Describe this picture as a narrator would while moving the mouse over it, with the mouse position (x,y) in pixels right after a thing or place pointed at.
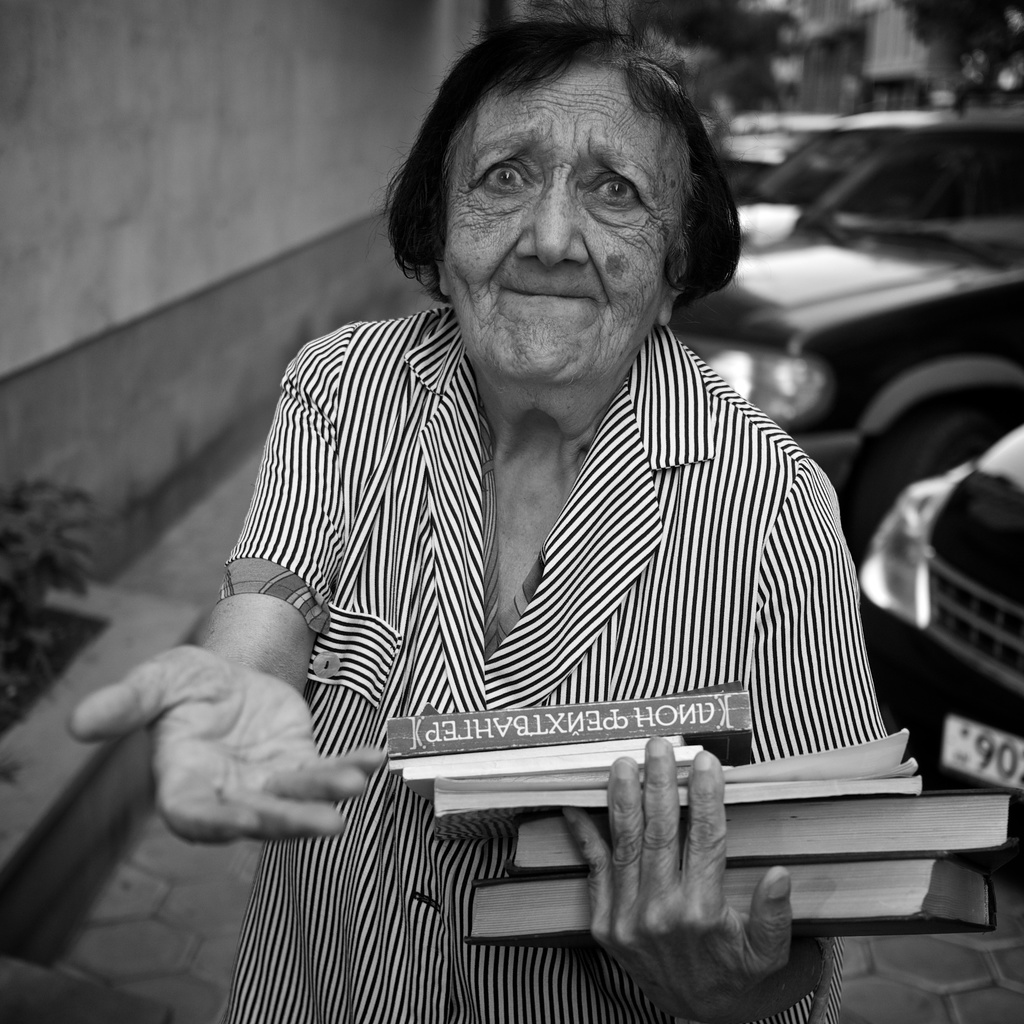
This is a black and white image. I can see a person (541,515) standing and holding the books (742,875). On the right side of the image (977,494), I think these are the cars (911,392). On the left side of the image (51,472), that looks like a wall (178,88) and a plant (37,510).
